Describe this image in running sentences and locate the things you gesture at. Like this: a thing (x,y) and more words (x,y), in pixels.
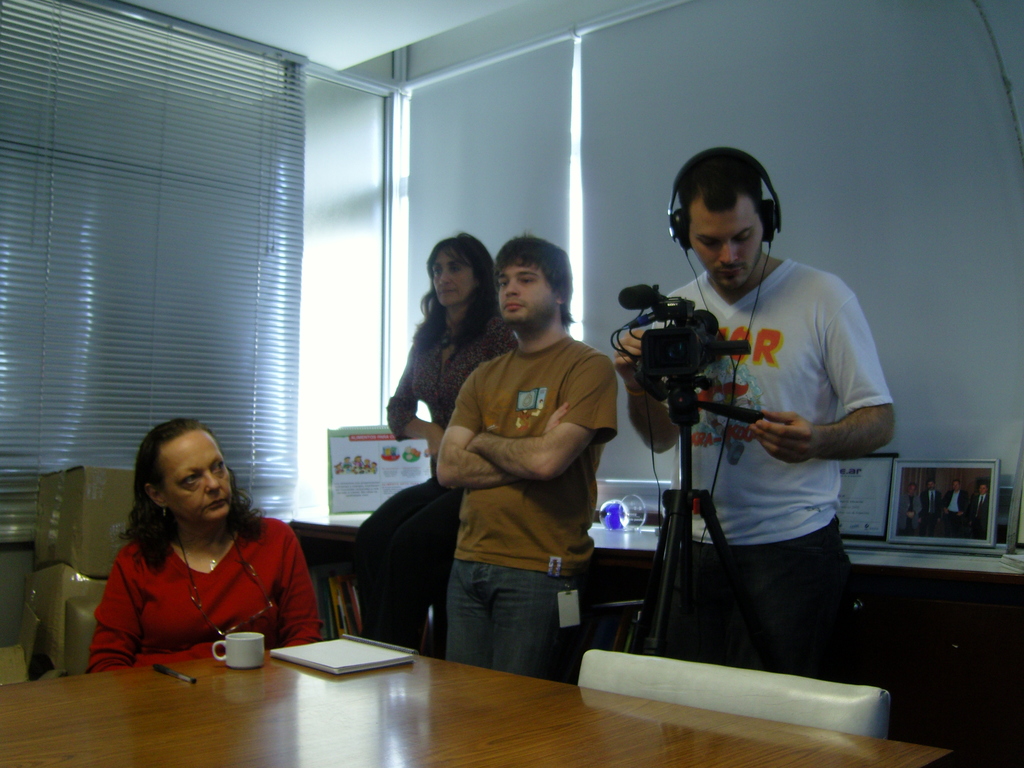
In this picture we can see four persons (275,583) where one is sitting on chair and other is sitting on table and here two men (780,368) are standing and in front of this men (752,302) we have camera (657,348) and here on table (197,669) we can see cup (238,656), pen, book (343,666) and in background (292,308) we can see curtains (231,336), frames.
